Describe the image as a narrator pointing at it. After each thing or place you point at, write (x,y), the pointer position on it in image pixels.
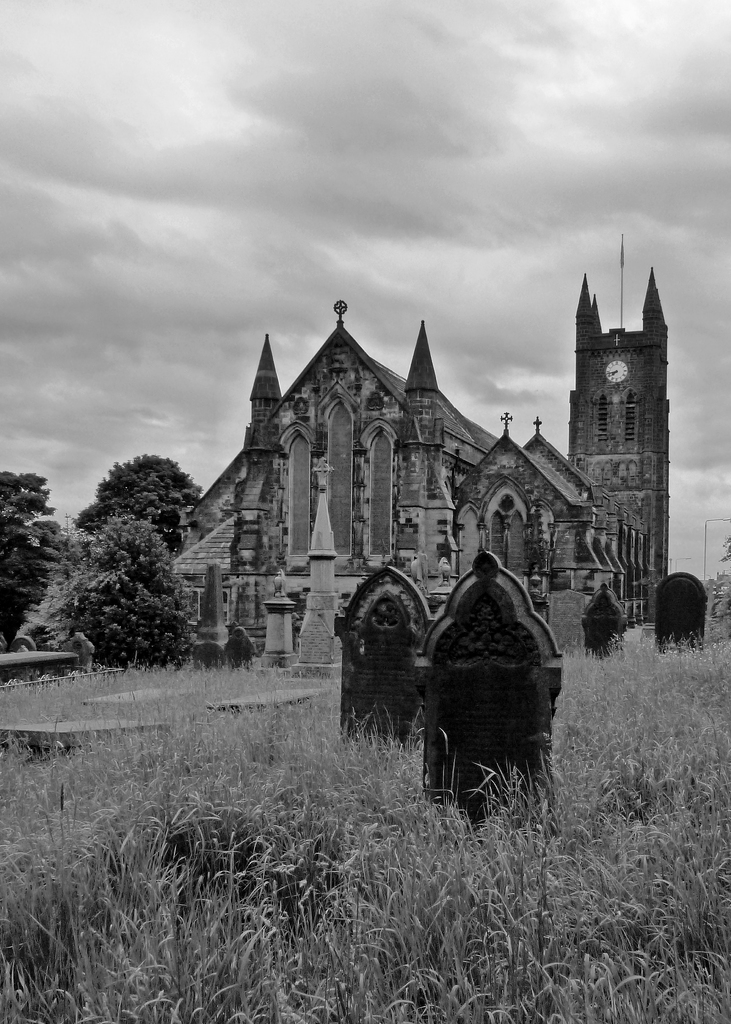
In this picture we can observe a building (304,471) and graveyard (295,722) in front of the building (253,573). There is some grass (395,816) on the ground (244,685). In the background (112,558) there are trees (139,464) and a sky (301,288) with some clouds (346,278). This is a black and white image.
